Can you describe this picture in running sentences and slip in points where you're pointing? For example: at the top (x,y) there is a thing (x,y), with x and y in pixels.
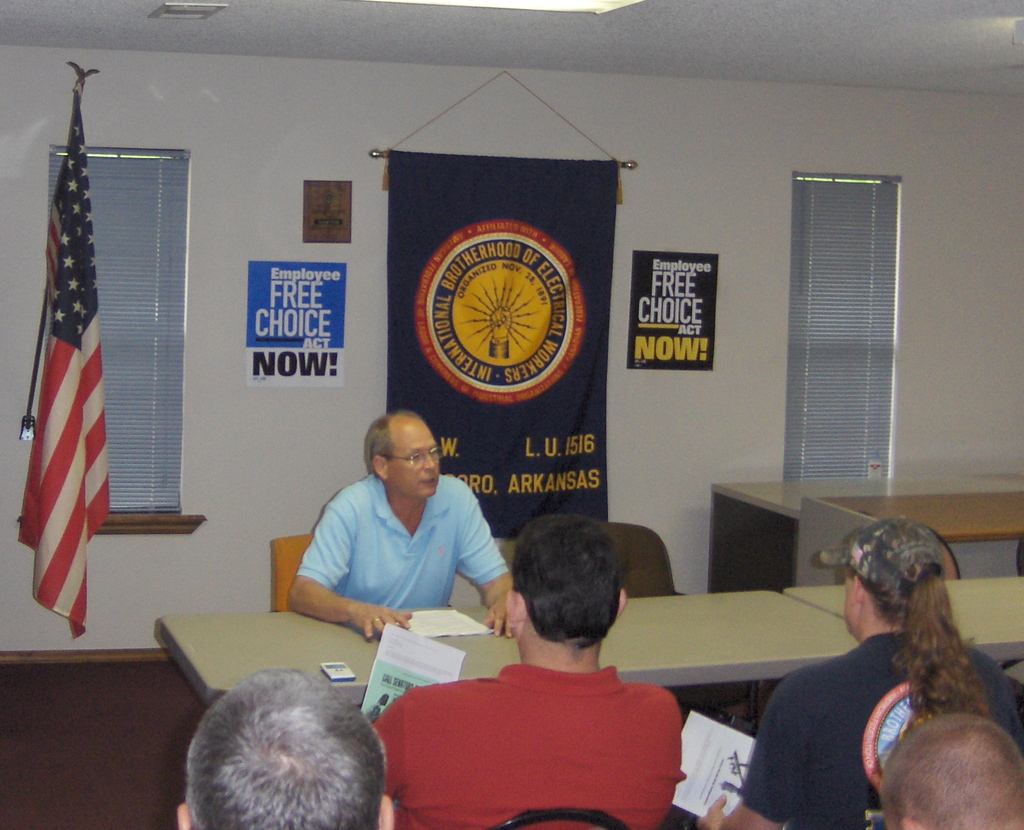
Here we can see few persons (474,787) are sitting on the chairs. There are tables (653,633). On the table (365,658) there is a paper (423,623) and a device (327,673). This is floor (145,762). In the background (46,546) we can see a flag (42,411), posters (321,318), frame (340,212), banner (535,337), and a wall (659,525).
